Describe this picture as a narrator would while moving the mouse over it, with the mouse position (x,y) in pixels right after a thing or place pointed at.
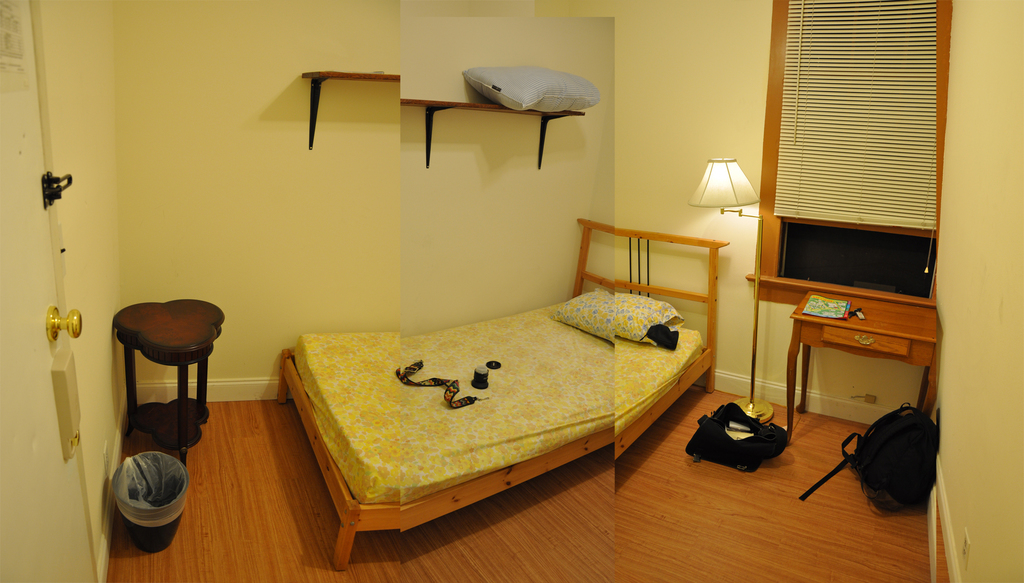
This is a collage image of three images, there I can see a bed (385,423), pillow (528,75), tables (895,346), a dustbin (171,466), some stands (436,103) attached to the wall (527,256) and some objects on the floor (560,477).
